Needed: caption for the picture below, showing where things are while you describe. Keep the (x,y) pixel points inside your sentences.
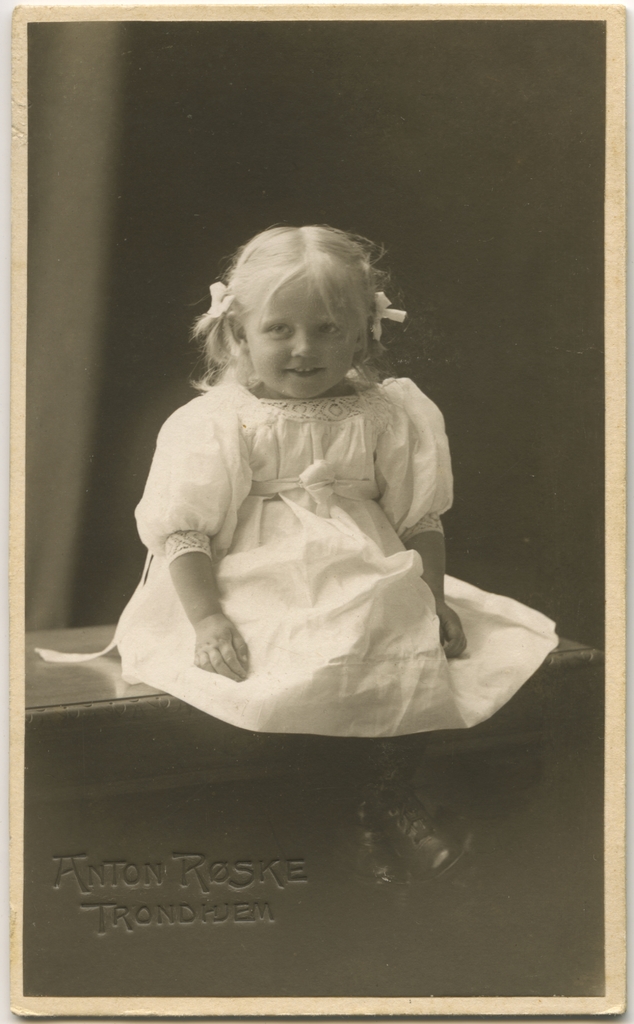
In this image we can see black and white picture of a child (174,645) wearing white dress (299,663) sitting on a bench (139,718). At the bottom (261,874) we can see some text (241,868).
